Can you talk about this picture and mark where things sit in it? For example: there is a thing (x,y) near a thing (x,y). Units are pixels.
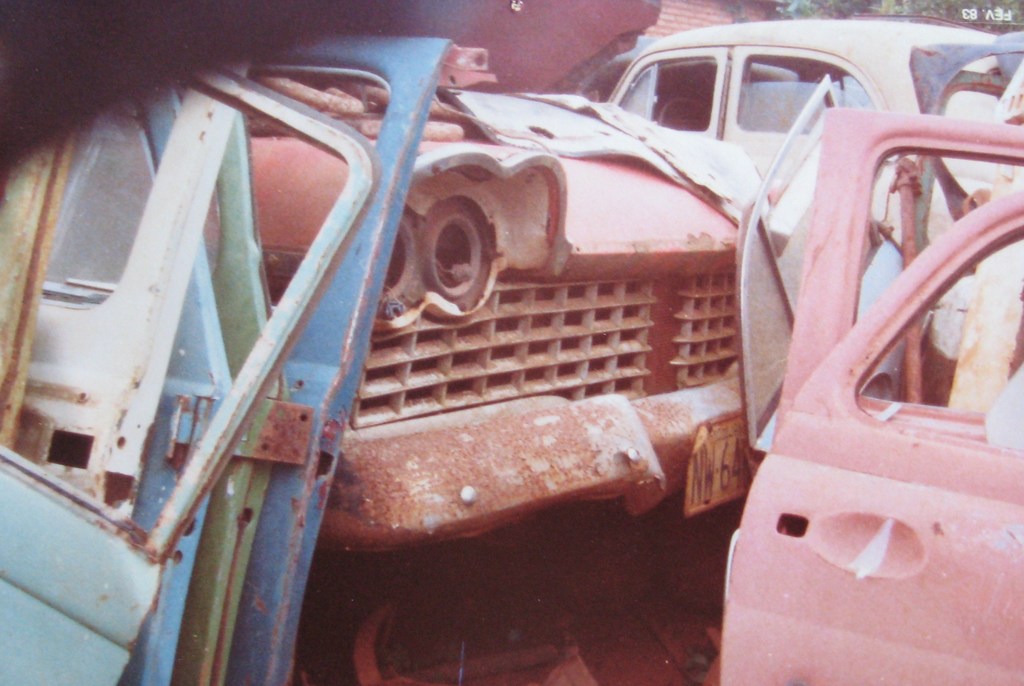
In this picture we can see vehicles (772,157), number plate (735,420), doors (133,486) and in the background (688,12) we can see the wall (721,11) and leaves (792,1).
